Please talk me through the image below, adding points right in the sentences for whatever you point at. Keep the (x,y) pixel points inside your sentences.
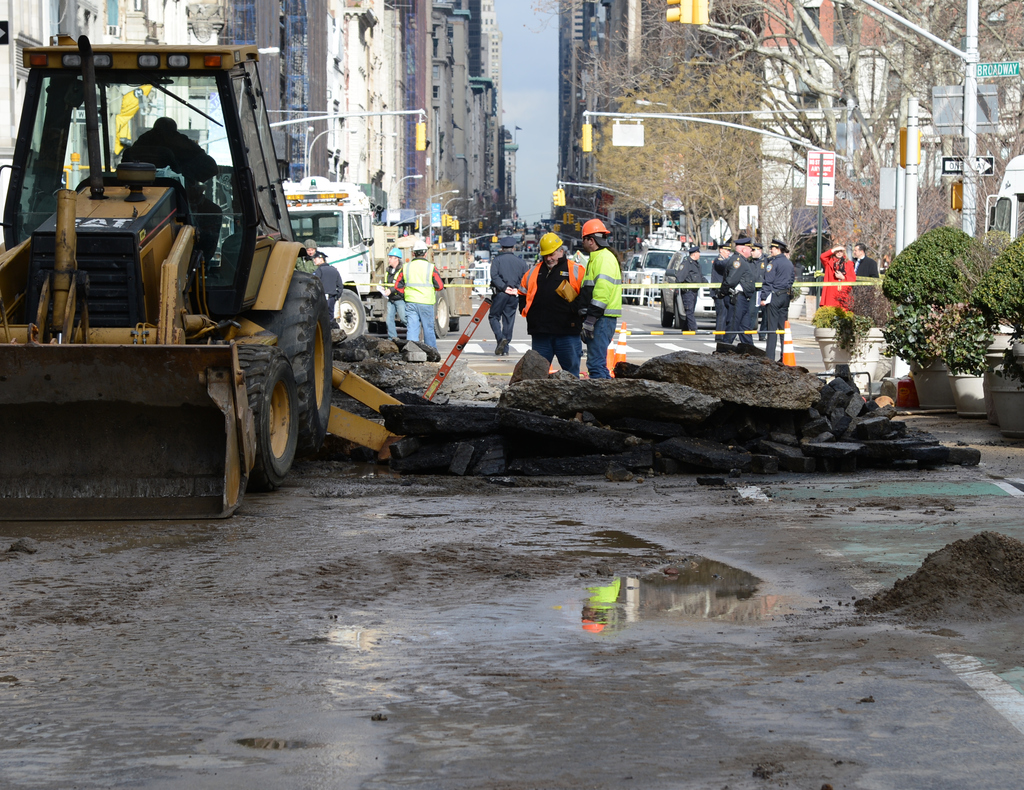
In this image, we can see vehicles (275,360) and few people (564,339). Few are standing and walking. Here we can see stones (654,439), road (572,691), plants (968,362) with pots (937,373). Here there are few traffic cones (621,356). Background (939,146) there are so many buildings (575,108), trees (919,194), traffic signals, poles (974,225), sign boards (988,131) and sky (538,144).
